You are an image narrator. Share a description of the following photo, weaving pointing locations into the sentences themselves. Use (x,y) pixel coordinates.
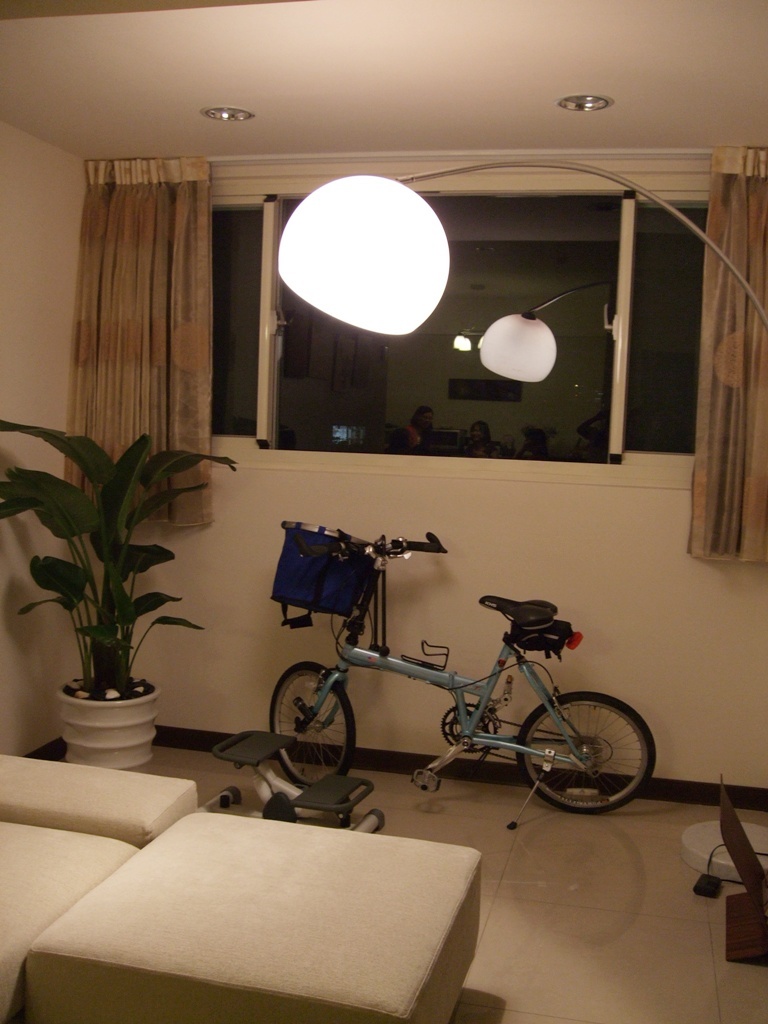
Picture inside of a room (678,612). In this room (450,577) there is a plant (106,667), bicycle (490,685) and couch (189,787). This is a window (579,419) with curtain (713,408). This is a lamp (363,274).
